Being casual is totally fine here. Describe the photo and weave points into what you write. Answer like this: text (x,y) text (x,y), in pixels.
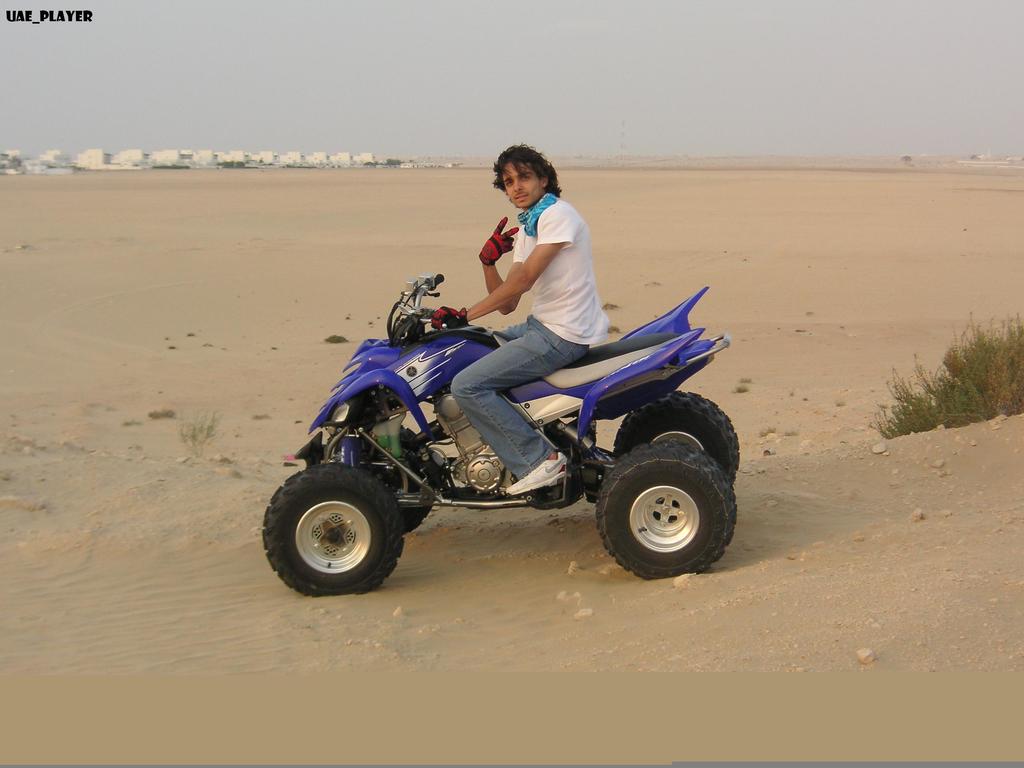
In this image in the center (492,404) there is one person (511,229) who is sitting on a vehicle (466,506), and at the bottom (530,539) there is sand (774,465) and some plants (963,370). In the background (364,157) there are some buildings (153,158), and at the top of the image (417,88) there is sky (335,87).
